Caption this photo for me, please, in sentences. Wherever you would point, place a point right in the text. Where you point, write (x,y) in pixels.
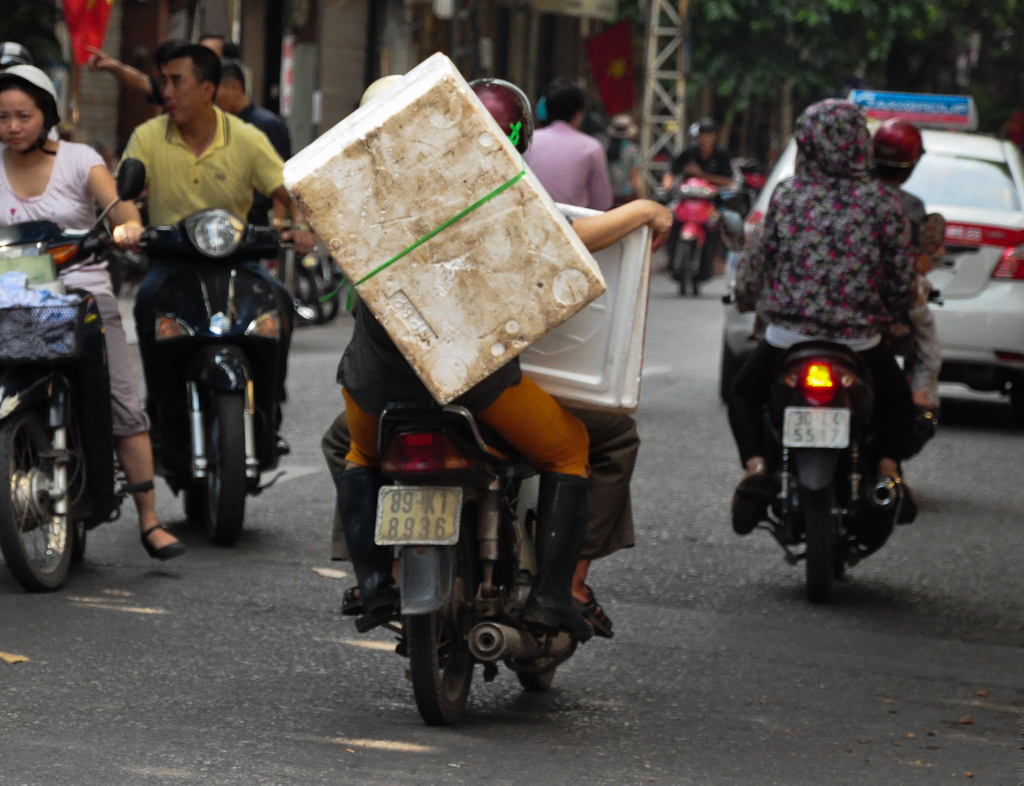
Completely an outdoor picture. People (50,171) are sitting on a motorbike (839,370) and riding. A white car (1014,276) is on road (975,435). Far there are trees (839,12) and flag (620,75).
